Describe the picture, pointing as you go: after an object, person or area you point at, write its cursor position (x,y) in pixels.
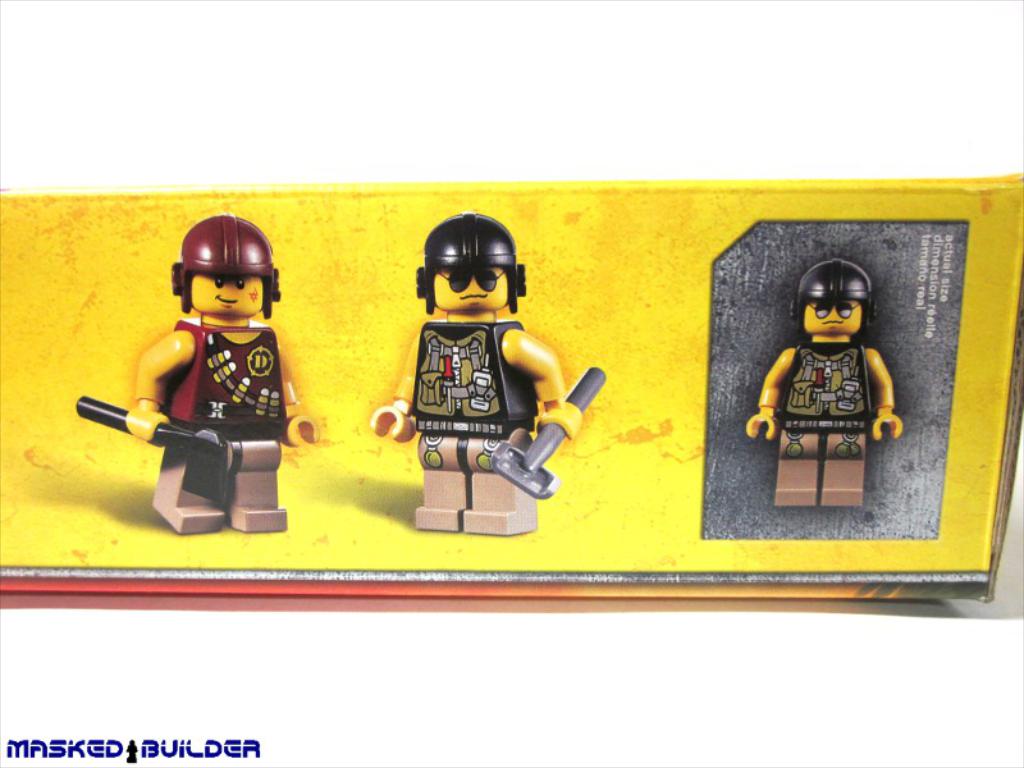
In the middle of the image (379,409) there are three toys (207,400) on the cardboard box (767,545) and there is a text (938,263) on it. In this image the background (112,736) is white in color.
